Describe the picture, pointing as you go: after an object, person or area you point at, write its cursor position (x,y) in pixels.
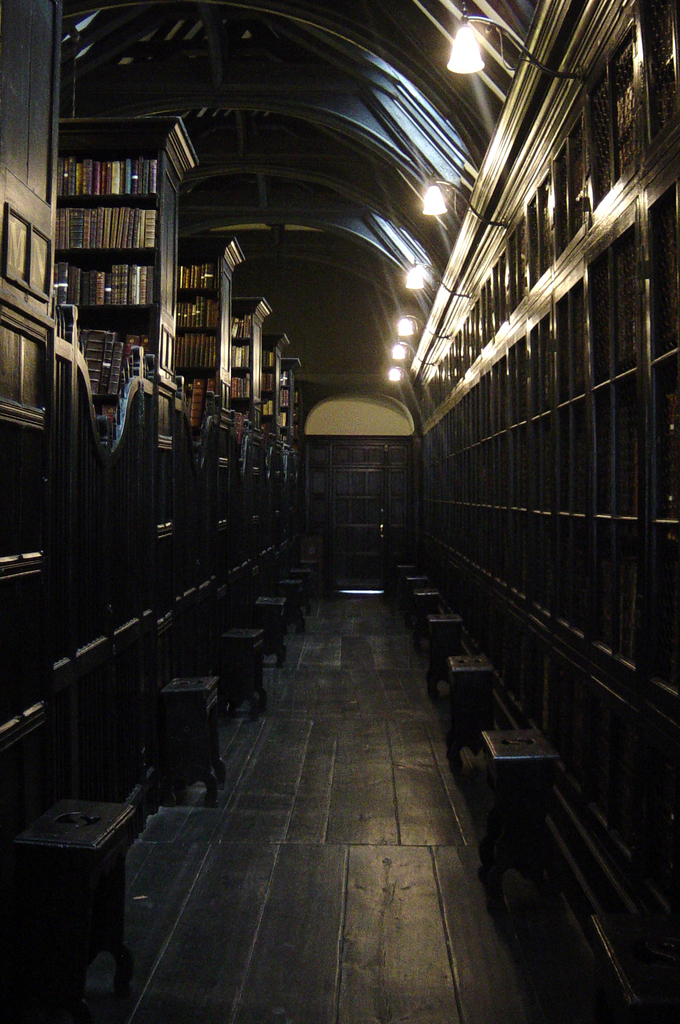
This is an inside view of a building (341,416) and here we can see stools (121,853) and there are books (149,285) in the shelves (129,322) and lights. At the top (281,174), there is roof (260,86).
